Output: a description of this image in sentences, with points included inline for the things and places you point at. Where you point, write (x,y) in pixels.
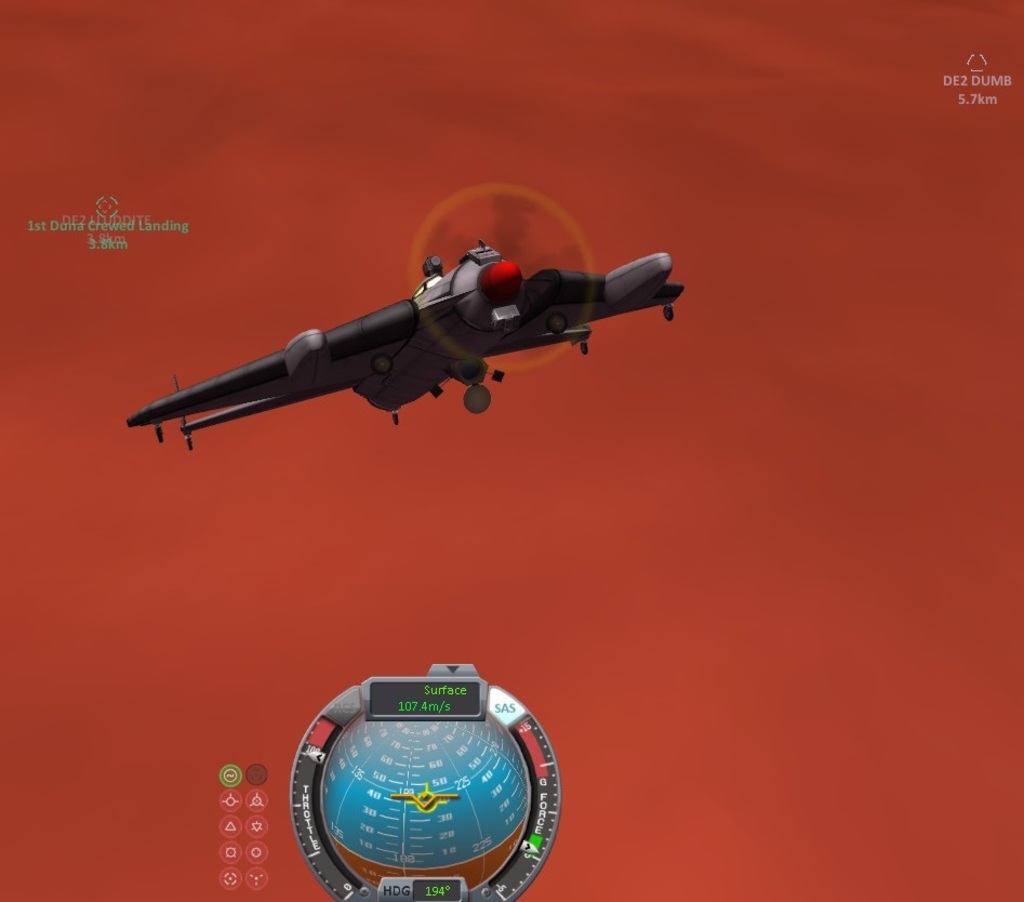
In this image we can see animated aircraft (412,316), and a globe (368,788), the background (260,592) is red in color, there are some text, sign images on the image.
